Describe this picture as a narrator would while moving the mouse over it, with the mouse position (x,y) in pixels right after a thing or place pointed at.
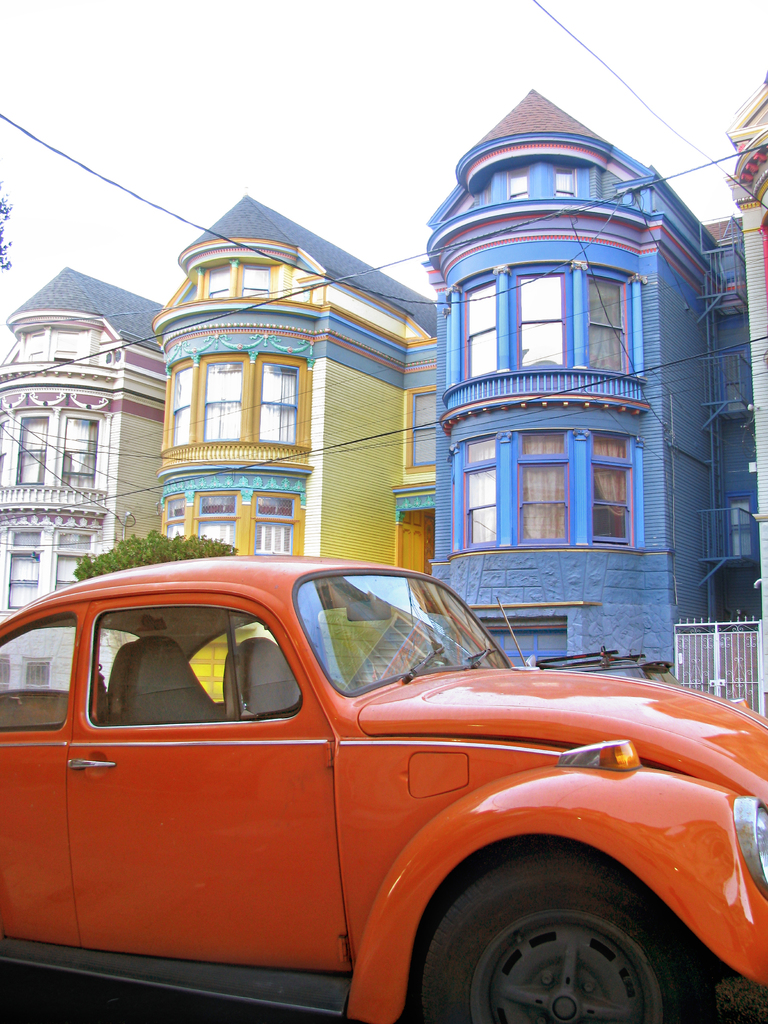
In the foreground of this image (333,884), there is an orange car (331,832). In the background (721,664), there is a white gate (730,629), few buildings (547,444), a tree (147,546), cables (279,260) and the sky (162,81).
